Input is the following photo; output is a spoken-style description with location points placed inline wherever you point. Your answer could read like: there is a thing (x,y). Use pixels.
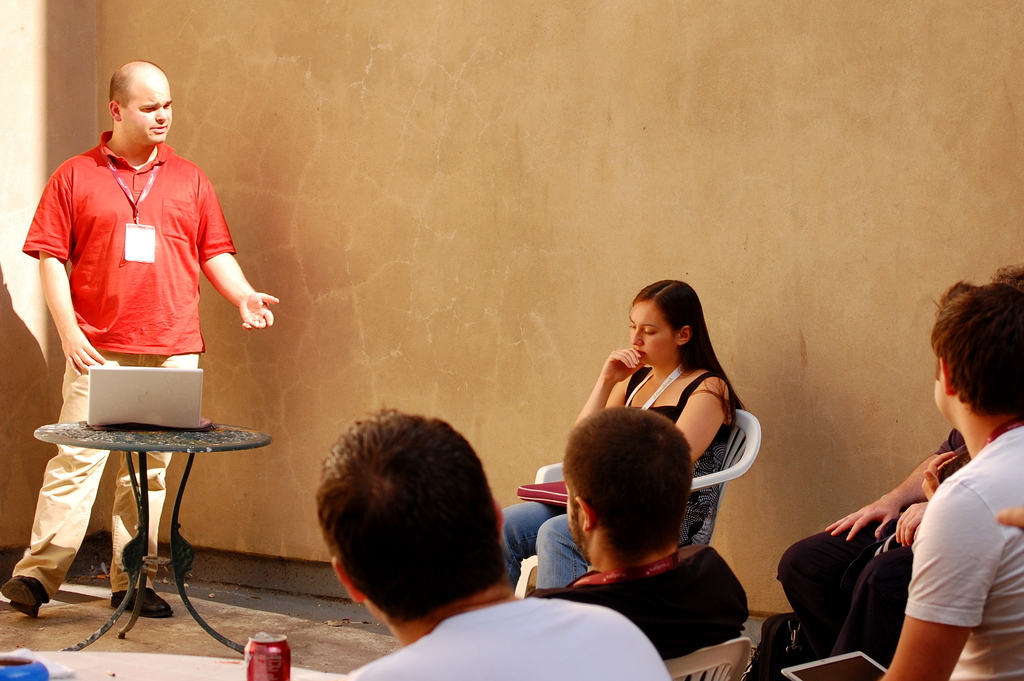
Here we can see one man (190,361) wearing red color t shirt (212,221) standing and talking. This is a laptop (157,390) on the table (212,446). We can see few persons (830,550) sitting on chairs (519,582) near to this man (148,335). This is a tin (279,664).
